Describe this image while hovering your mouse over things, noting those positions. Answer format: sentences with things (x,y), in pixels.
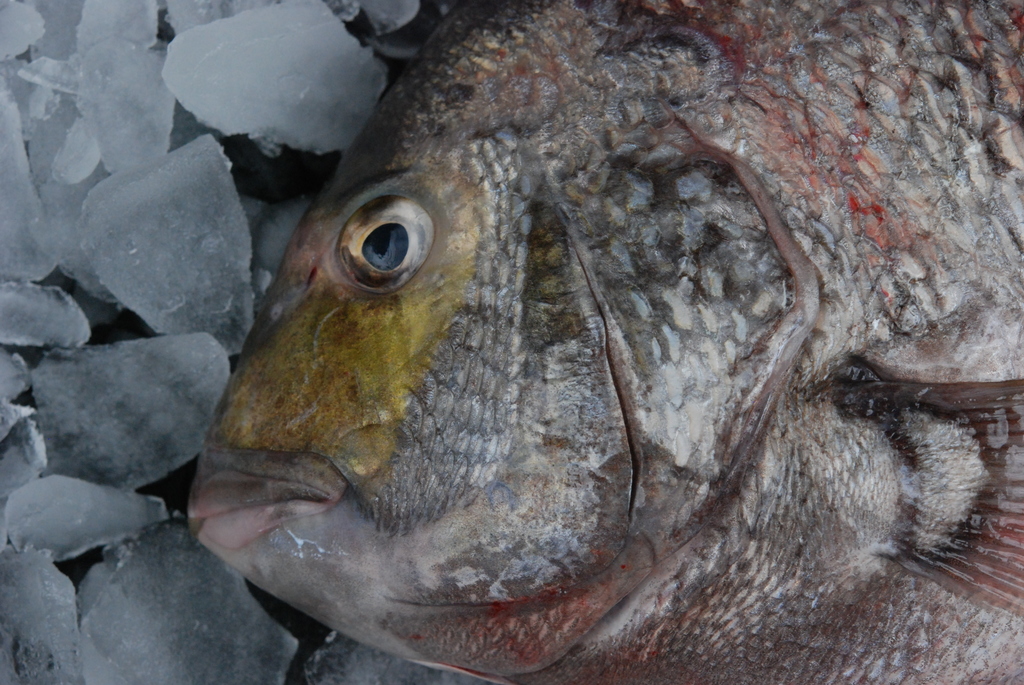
In the foreground of this image (576,494), there is a truncated fish (425,462) on the ice (140,248).
